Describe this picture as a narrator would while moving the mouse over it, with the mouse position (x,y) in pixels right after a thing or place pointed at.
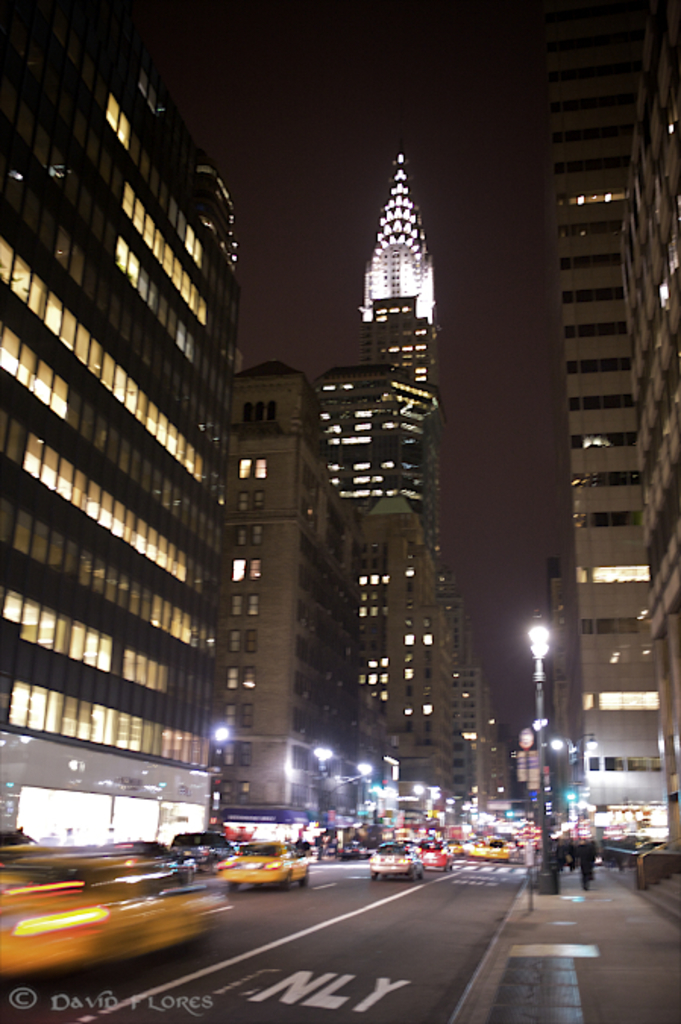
In this picture we can see there are vehicles (432,844) on the road (345,871) and on the left (210,802) and right side of the vehicles (473,850) there are poles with lights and buildings (391,701). Behind the buildings (353,643) there is a sky (256,333) and on the image there is a watermark (152,1000).
